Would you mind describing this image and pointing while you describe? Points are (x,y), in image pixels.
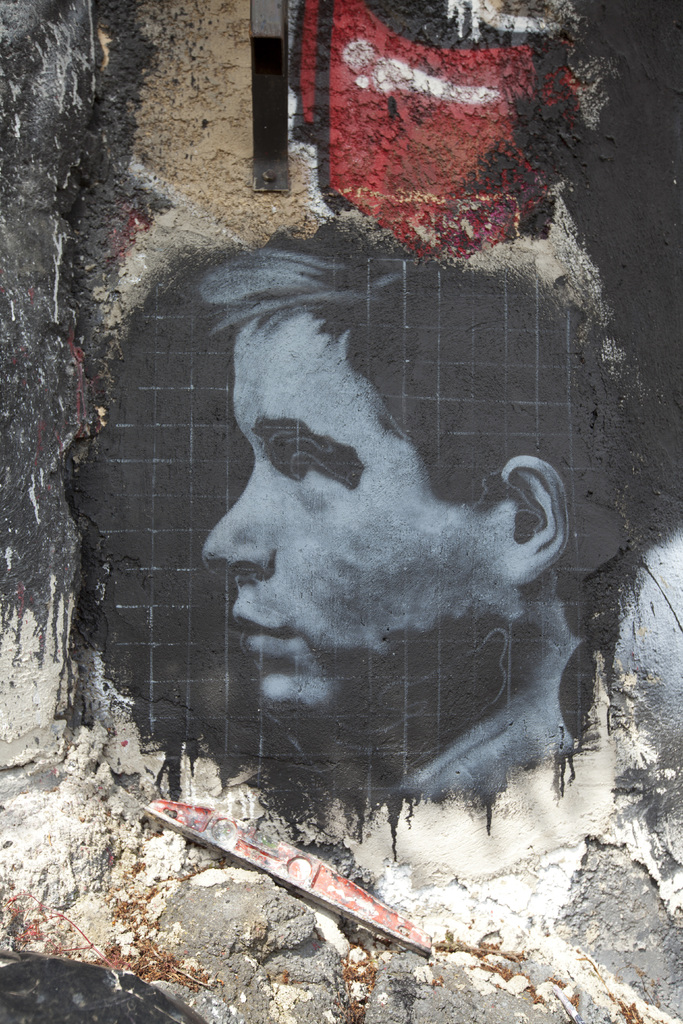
In this image we can see a painting (396,543) of the person's head (401,410). At the bottom of the image (310,859) there is sand (282,959) and an object (275,863). At the top of the image (258,19) there is an object (273,135).
